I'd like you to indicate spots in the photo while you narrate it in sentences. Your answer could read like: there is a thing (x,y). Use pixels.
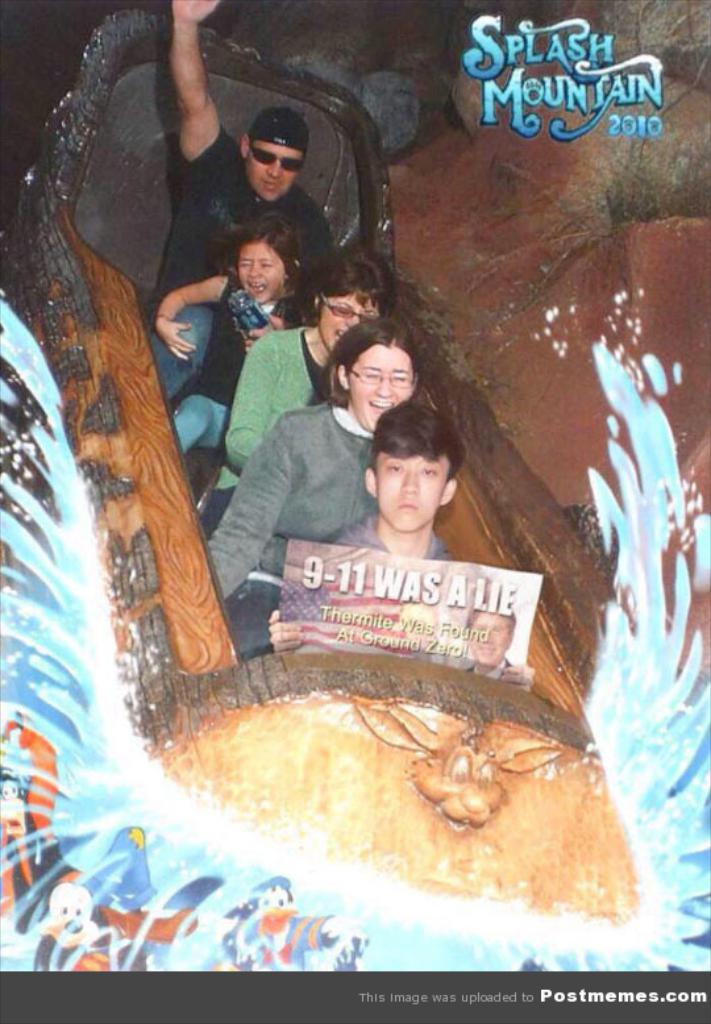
In this picture we can see a poster (398,588), in the poster (320,594) we can find few people (335,317) and some text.
